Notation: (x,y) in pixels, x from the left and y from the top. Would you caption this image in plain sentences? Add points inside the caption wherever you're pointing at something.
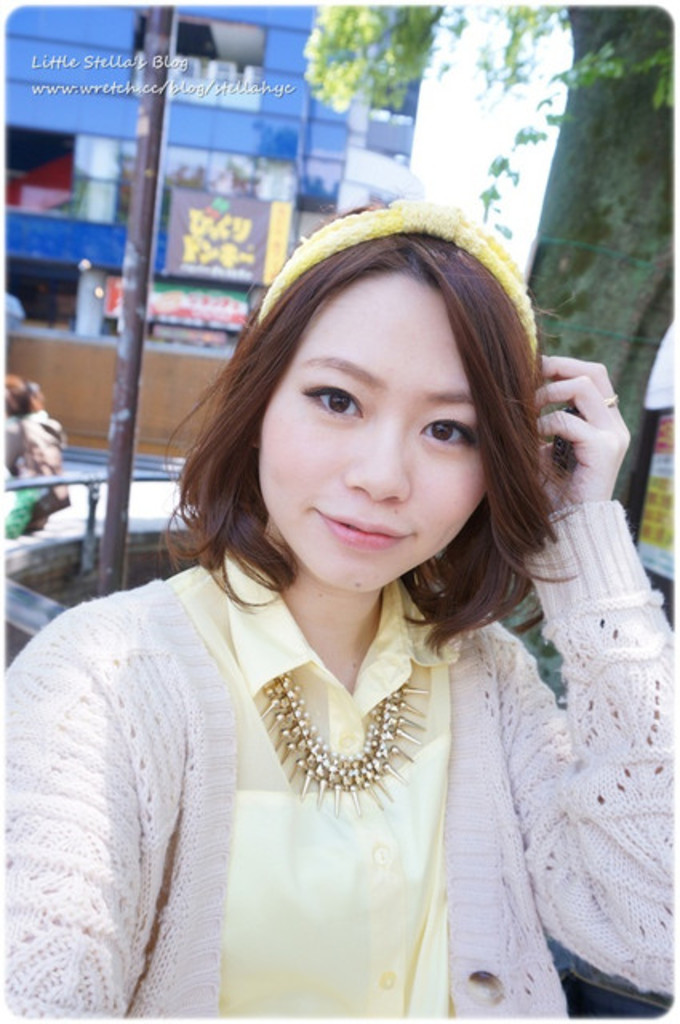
In this image we can see one woman (407,815) standing, wearing a yellow color hair band (457,233), one blue color building (126,157), some boards (181,226) with some text (228,299), some objects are on the surface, one pole (148,254), one person (45,451) standing on the road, one big tree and at the top (478,146) there is the sky (462,159).
